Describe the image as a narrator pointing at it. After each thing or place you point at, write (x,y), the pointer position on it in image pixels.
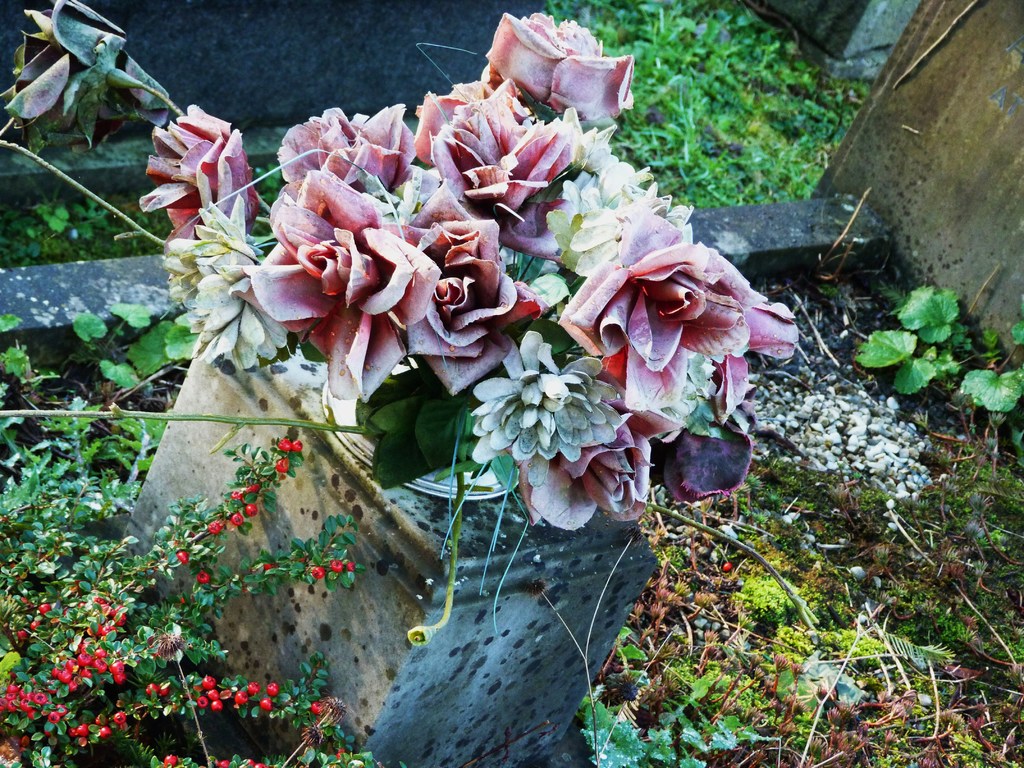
There are green color plants (136,474).
